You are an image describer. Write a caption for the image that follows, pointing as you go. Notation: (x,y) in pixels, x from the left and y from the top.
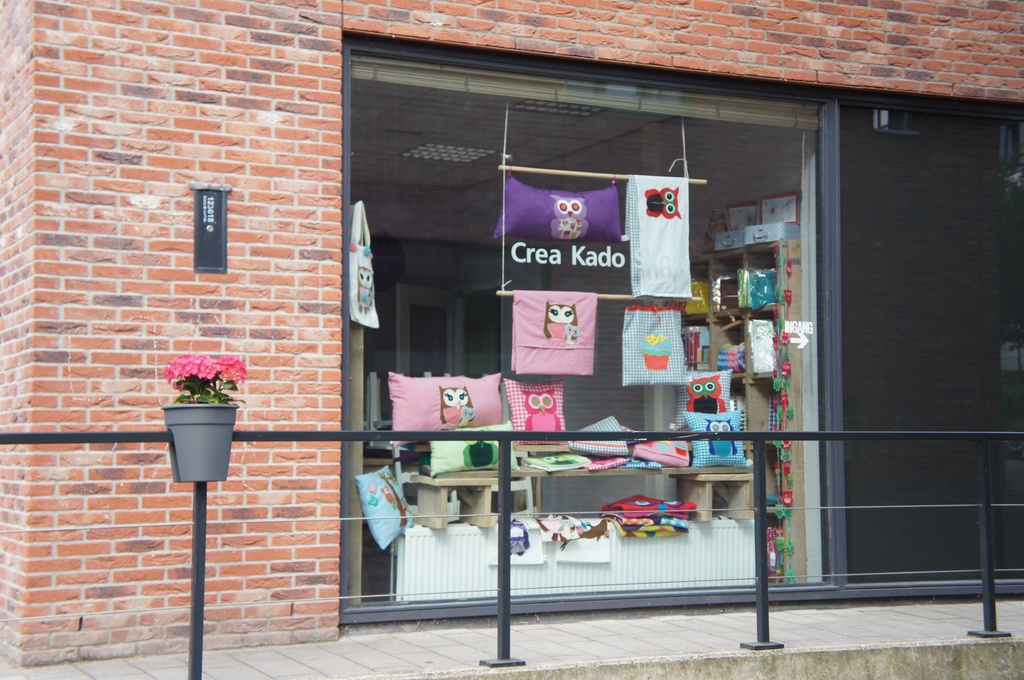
In this picture I can see the flowers (198,369) and plants (222,385) on the left side (217,373), at the bottom (494,591) there is an iron grill (504,546), in the middle (577,416) there is a glass wall (668,109), inside this glass wall (487,332) I can see few pillows (467,430), it looks like a store (523,353). I can see the brick wall (18,591).
